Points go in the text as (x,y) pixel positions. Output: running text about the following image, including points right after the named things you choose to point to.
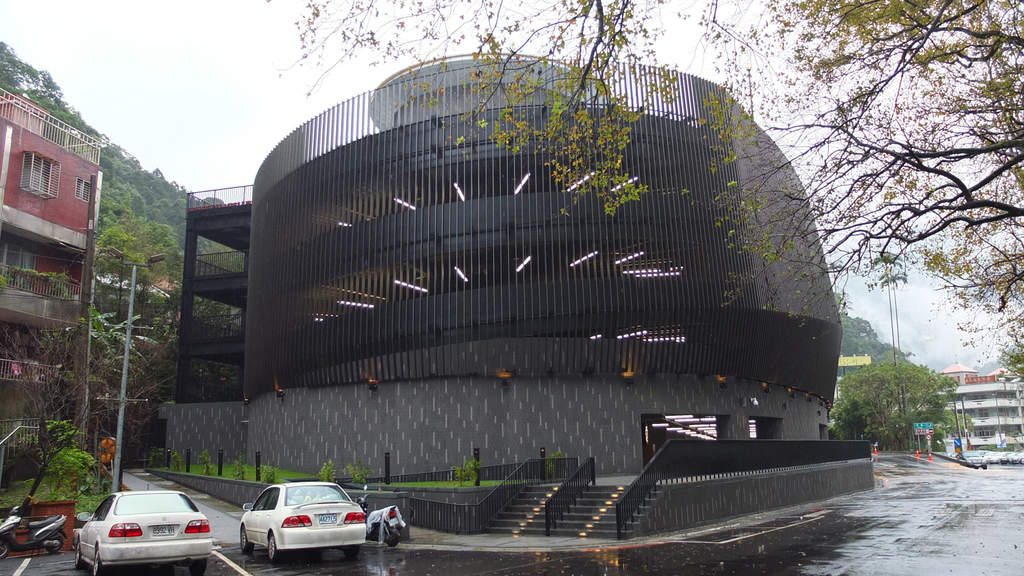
In this picture there are buildings (423,313), trees (45,431) and poles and there are vehicles (23,543) on the road (376,544) and there are lights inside the building (475,258). In the foreground (612,495) there are staircases (546,495) and handrails (549,508) and there are plants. At the top (97,44) there is sky (127,39). At the bottom (918,524) there is a road (869,510) and there is grass (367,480).
